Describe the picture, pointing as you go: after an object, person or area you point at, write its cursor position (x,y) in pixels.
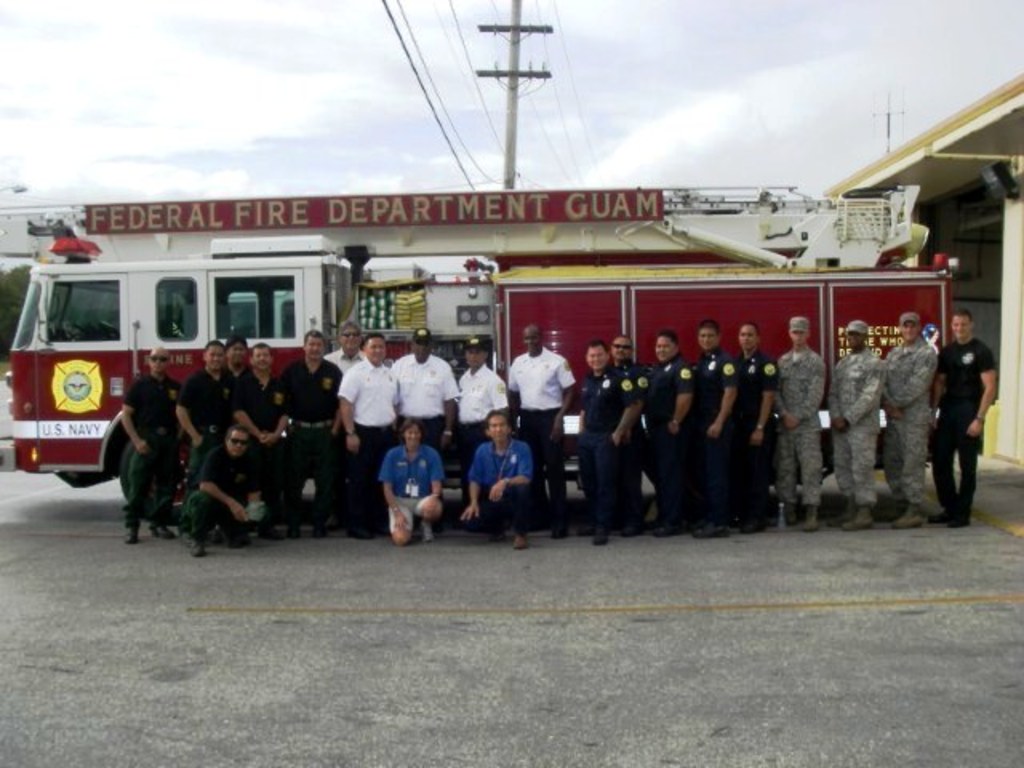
In this picture I can see the path (391,579) in front, on which I can see number of people (421,387) and behind them I can see a fire engine (523,252) and I see something is written on it. In the background (412,61) I can see a pole (511,17), few wires (445,120), a building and the sky (421,156).
